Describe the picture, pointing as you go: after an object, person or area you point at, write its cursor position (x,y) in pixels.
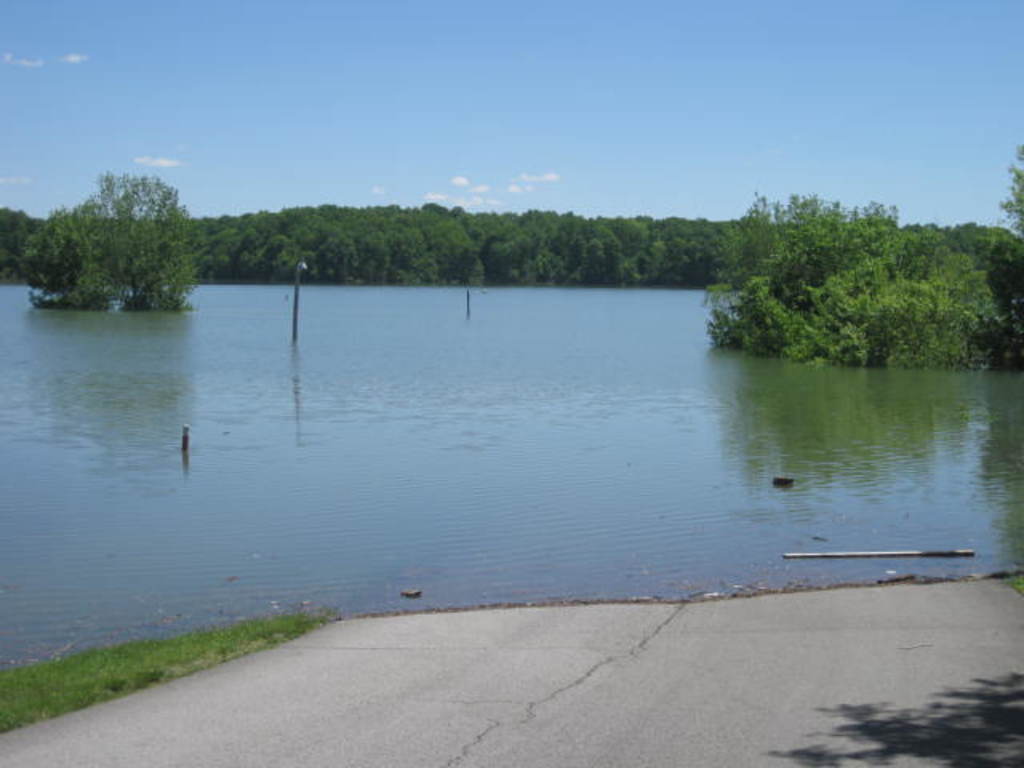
In this image we can see a lake (374,367) with some poles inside it. We can also see some plants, grass (279,620), trees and the sky (506,150) which looks cloudy.
